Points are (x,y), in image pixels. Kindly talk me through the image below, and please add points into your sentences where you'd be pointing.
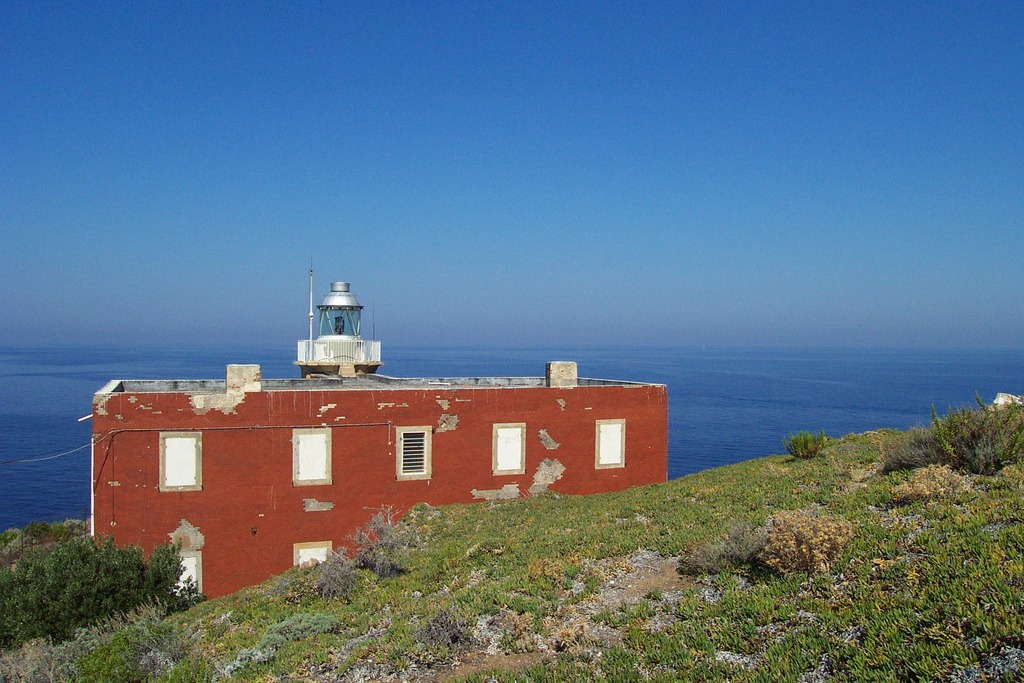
In the center of the image (656,389) there is building (125,494). At the bottom of the image (709,575) there is grass (739,593). In the background of the image (746,385) there is water (723,385).
